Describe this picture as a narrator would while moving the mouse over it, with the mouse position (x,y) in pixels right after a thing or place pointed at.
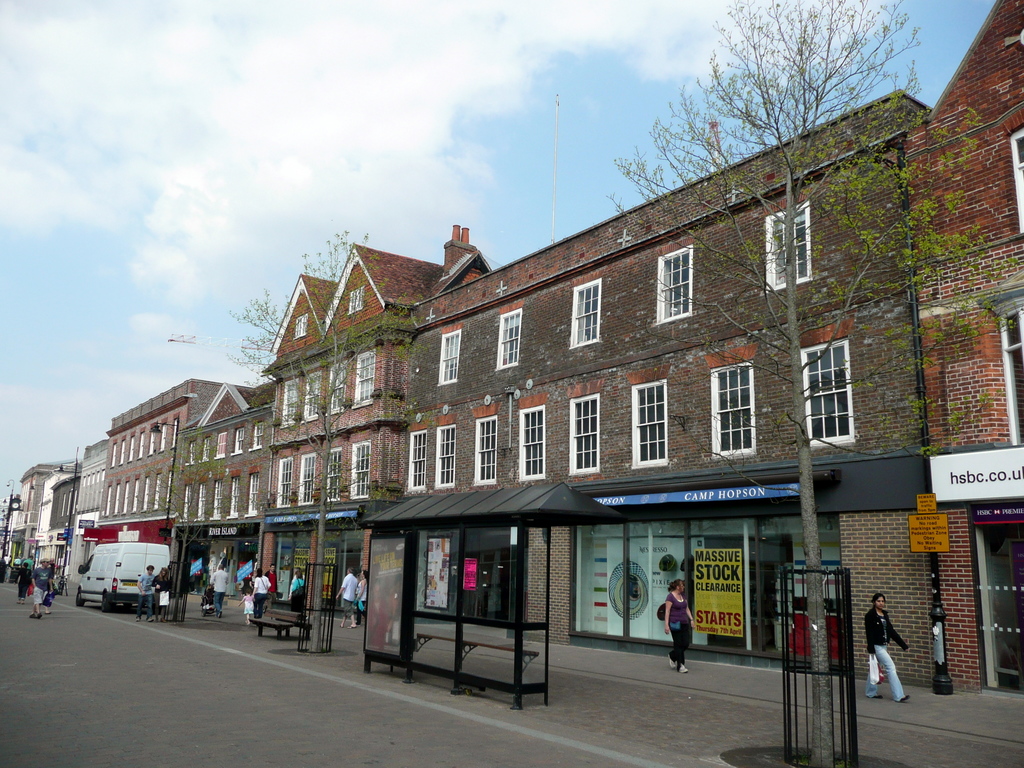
On the left side (50,649), there are persons (39,591) on a road (57,718). On the right side (922,718), there are persons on a footpath (956,702). Beside this footpath (941,702), there are benches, trees (179,608), a vehicle (159,559) and persons (220,591). In the background (120,541), there are buildings (385,414) which are having windows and there are clouds (191,79) in the sky (173,69).
